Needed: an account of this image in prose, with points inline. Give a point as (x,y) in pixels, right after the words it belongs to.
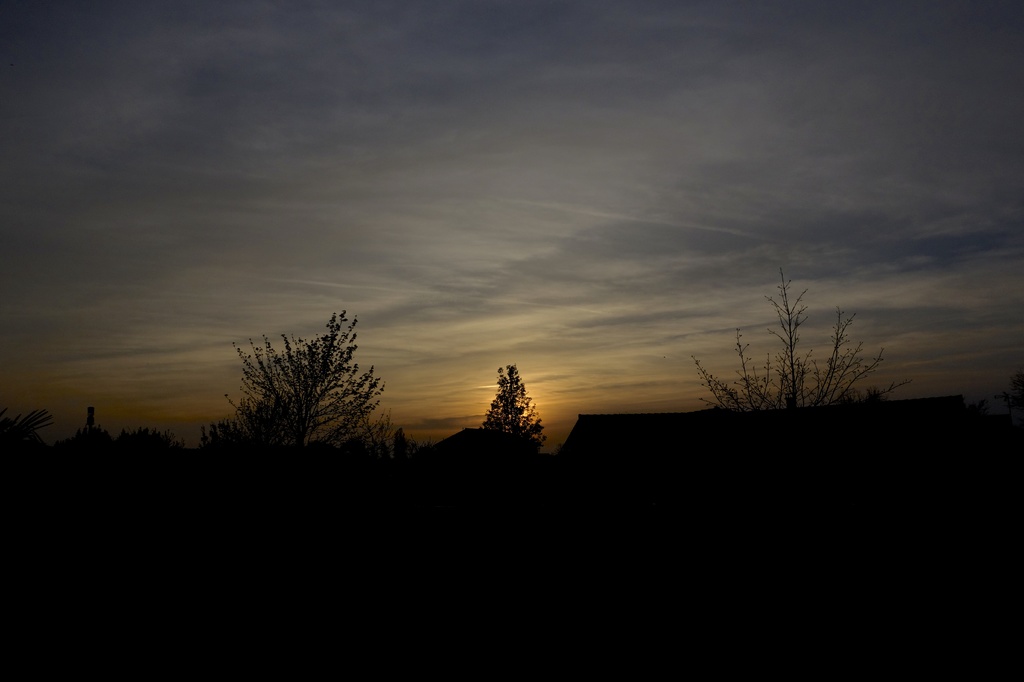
At the bottom (793,534) I can see houses (738,513) and trees (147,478). On the top (629,169) I can see the sky (541,242). This image is taken during night.
